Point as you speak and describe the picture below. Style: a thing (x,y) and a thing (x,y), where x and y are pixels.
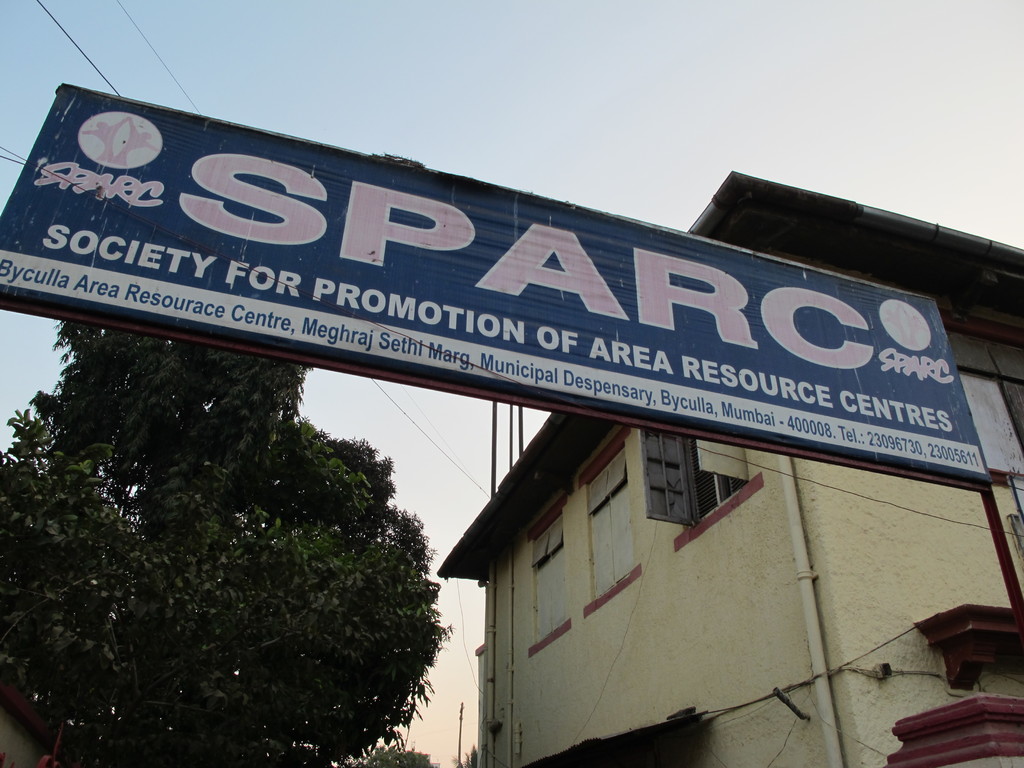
In this image we can see a board (651,400) with some text (930,417) on it. In the background (595,665), we can see a buildings (601,618), wires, trees (394,549) and the sky (480,174).
